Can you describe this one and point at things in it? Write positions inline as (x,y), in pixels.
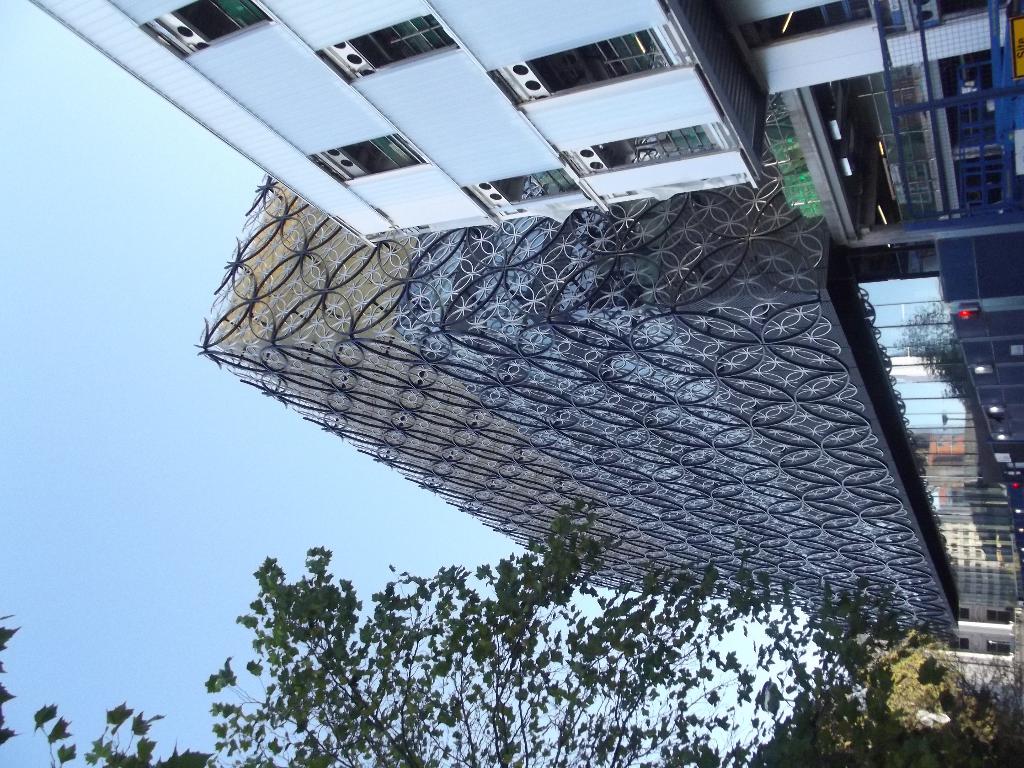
In this image we can see buildings (429,10), architecture (466,247), trees (882,668) and blue sky (188,275).
